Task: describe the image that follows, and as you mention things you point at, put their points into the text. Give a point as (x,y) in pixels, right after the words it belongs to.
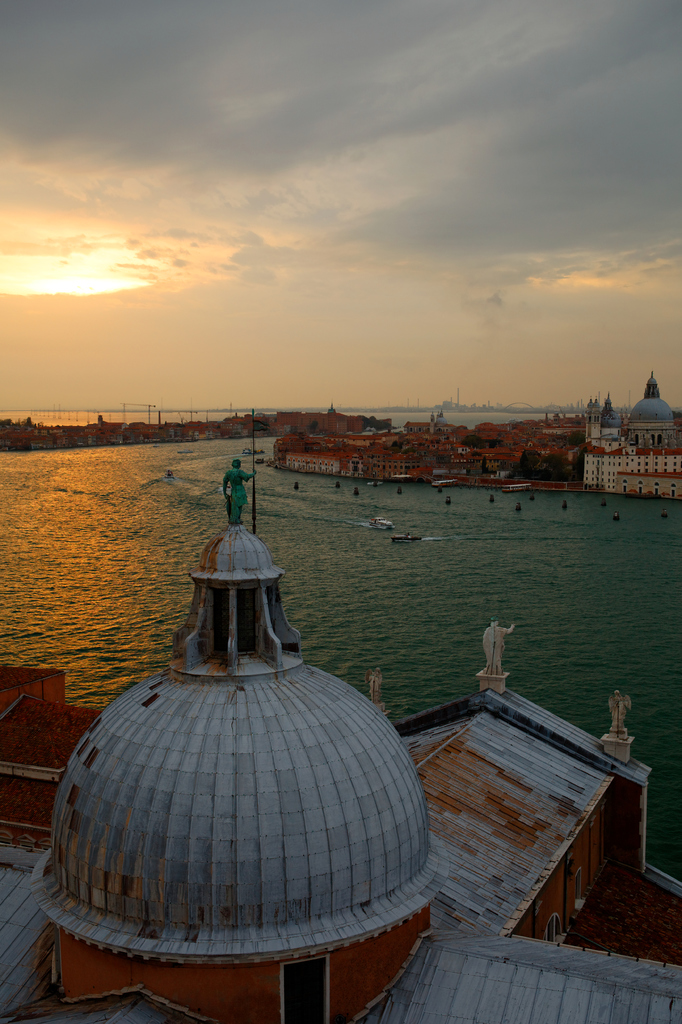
This picture shows few buildings (472,450) and we see few boats (410,539) in the water (411,516) and a cloudy sky (296,325) with sunlight (78,285).
